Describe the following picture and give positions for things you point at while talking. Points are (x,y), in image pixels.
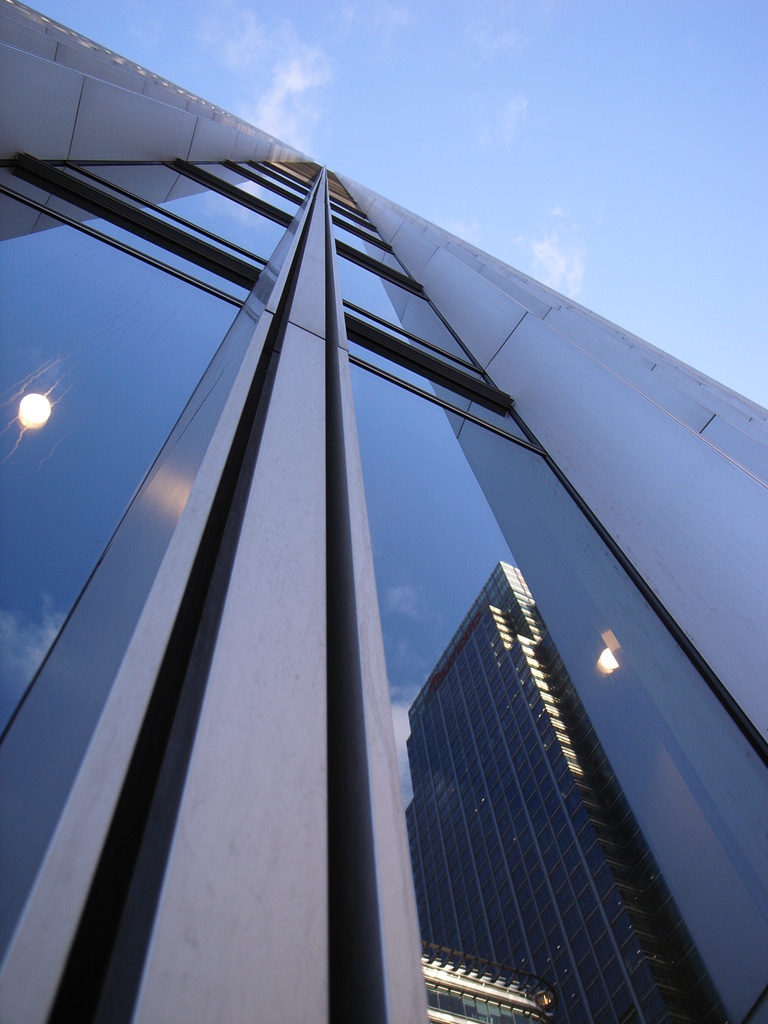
In the image we can see the building (276,199), made up of glass (221,214) and on the glass (472,744) we can see the reflection (494,777) of other building (470,743) and the light (30,403). We can even see the pale blue sky (510,117).
